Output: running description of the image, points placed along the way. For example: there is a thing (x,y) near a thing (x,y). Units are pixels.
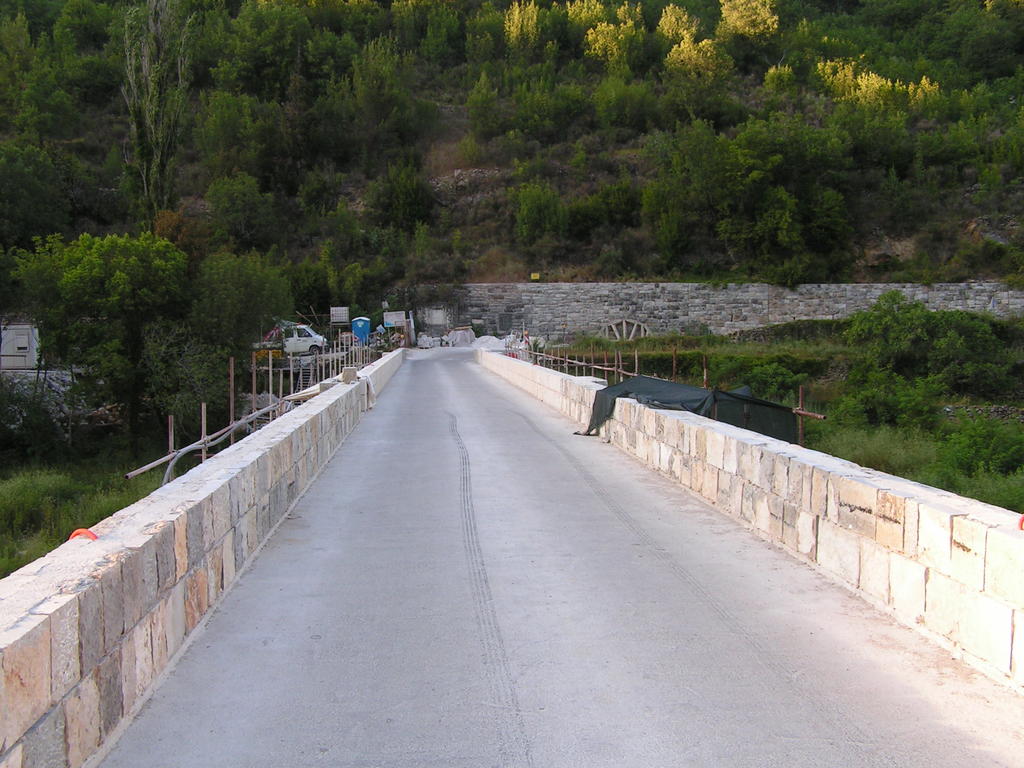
In the center of the image (355,426) there is a bridge (535,726). In the background of the image (381,260) there are trees (423,120). there is a vehicle (288,352) on the road (464,349). There are other objects (387,328). To both sides of the image there is grass (900,435).
